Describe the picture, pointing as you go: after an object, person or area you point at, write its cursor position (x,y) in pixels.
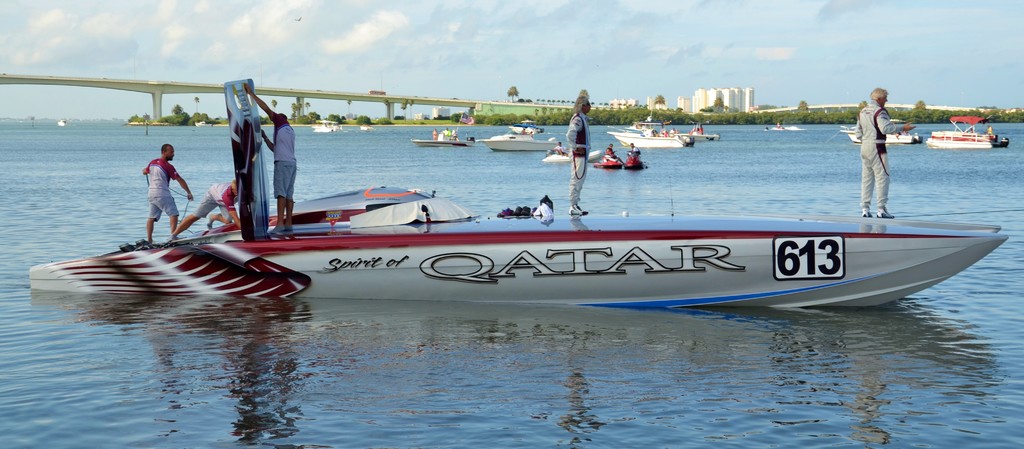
Here in this picture we can see number of boats (518,135) present in water (241,300) and in the front (357,199) we can see number of people (277,193) standing on the boat (268,202) and we can also see other people (699,132) also present in other boats (648,145) and on the left side (329,96) we can see a bridge (316,94) present and we can also see plants (186,120) and trees (701,118) in the far and we can see buildings (693,101) present and we can see clouds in the sky (711,80).
